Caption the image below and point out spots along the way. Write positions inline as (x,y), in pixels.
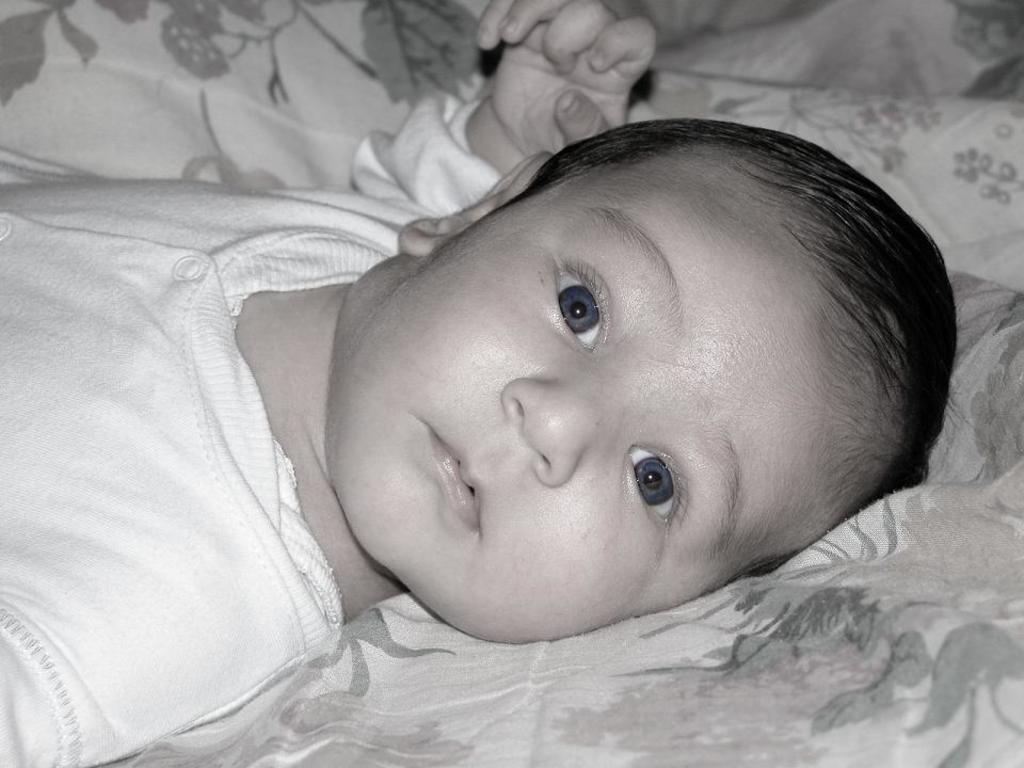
In this picture we can see a baby (568,492) on the bed (622,625).
